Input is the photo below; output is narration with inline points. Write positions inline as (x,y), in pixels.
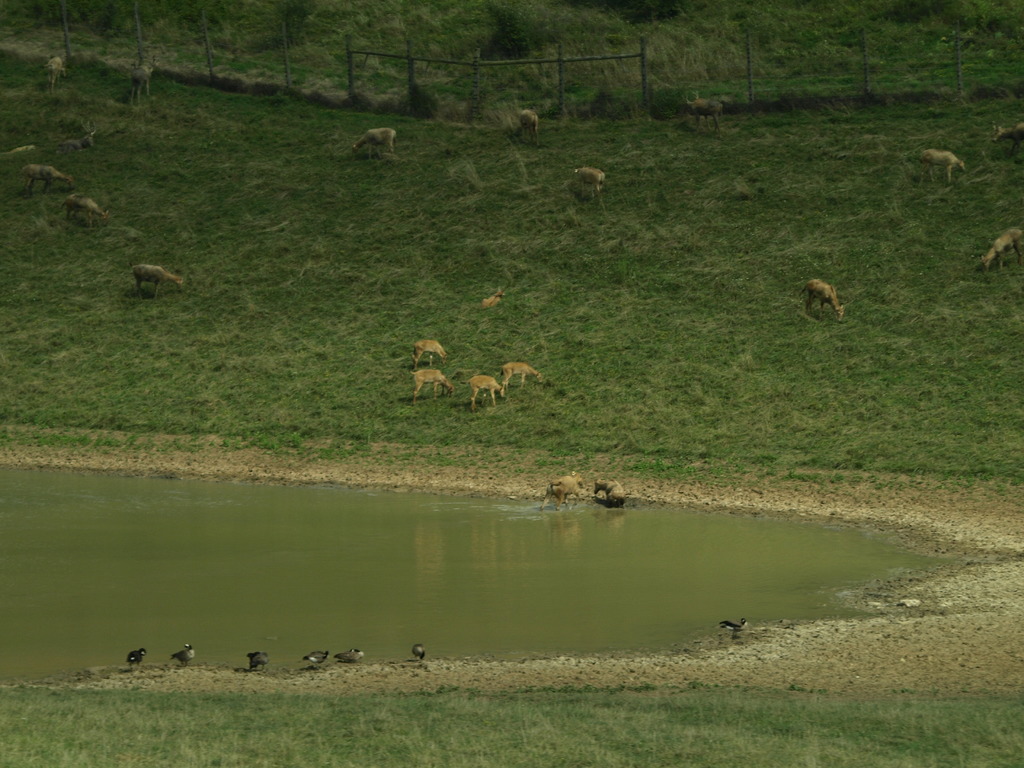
This is an outside view. On the left side (112,561), I can see the water (197,526) on the ground (974,598). It is looking like a pond (60,519). At the bottom of the image (517,748) I can see the grass (366,751) and there are some birds (184,660) and animals (377,140). On the top of the image (342,61) there is a fencing (351,72).
